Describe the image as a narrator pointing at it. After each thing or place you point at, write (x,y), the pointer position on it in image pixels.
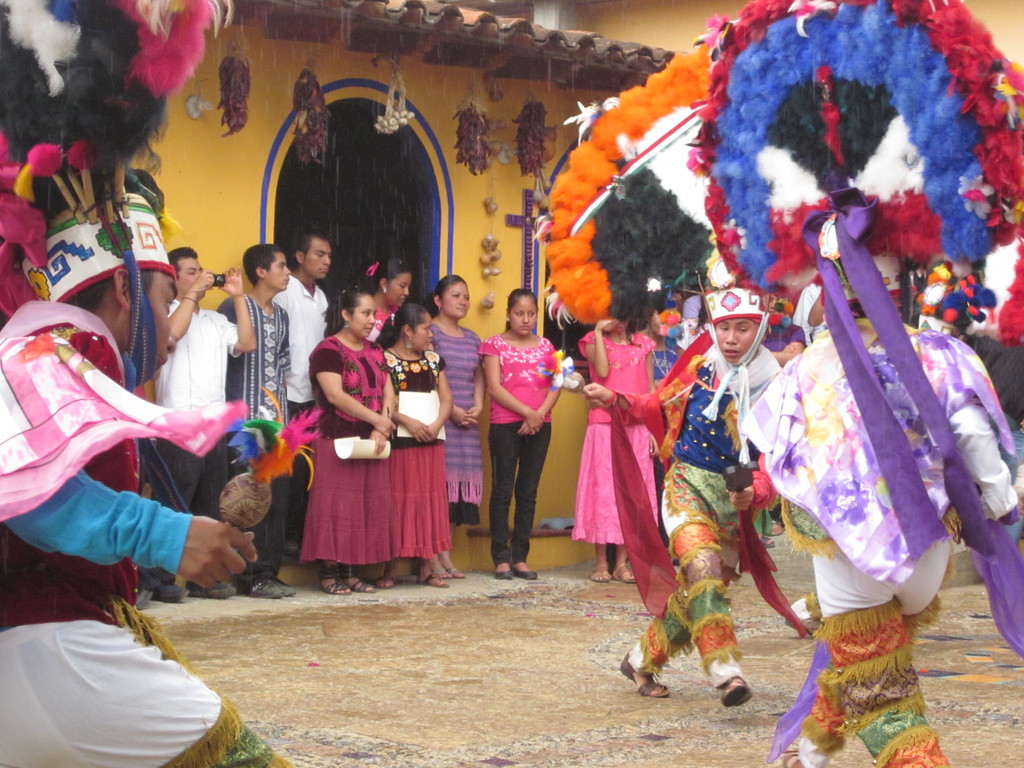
This picture is clicked outside. In the foreground (413,654) we can see the group of persons (663,631) seems to be dancing on the ground (380,705). In the background (383,446) we can see the group of persons (346,416) standing on the ground (451,688) and we can see the houses (459,92) and some objects (466,106) are hanging on the roof (545,74).
